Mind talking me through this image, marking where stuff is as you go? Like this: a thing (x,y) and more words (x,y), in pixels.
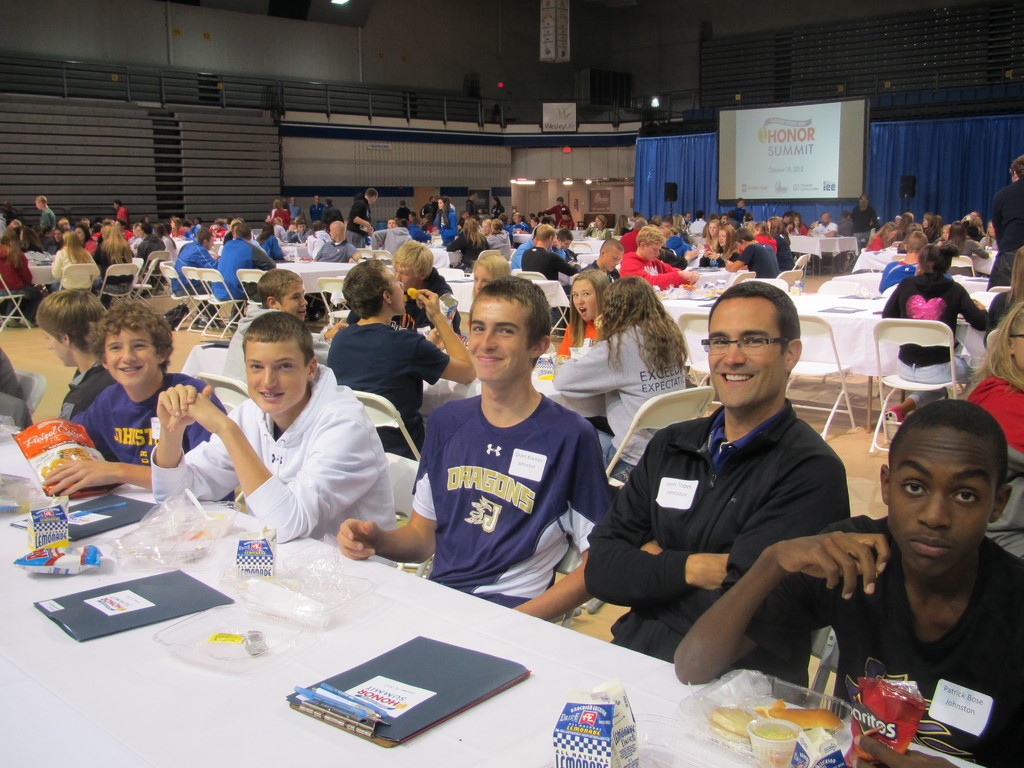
This image is taken from inside. In this image there are a few people (193,253) sitting on their chairs (201,281) and few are standing with a smile on their face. In front of them there are tables (347,635), on the tables (297,671) there are files (148,580), covers (326,619), food items (255,629) and some other objects (198,518). In the background of the image (628,164) there is a wall (597,203), screen (818,164) and speakers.
